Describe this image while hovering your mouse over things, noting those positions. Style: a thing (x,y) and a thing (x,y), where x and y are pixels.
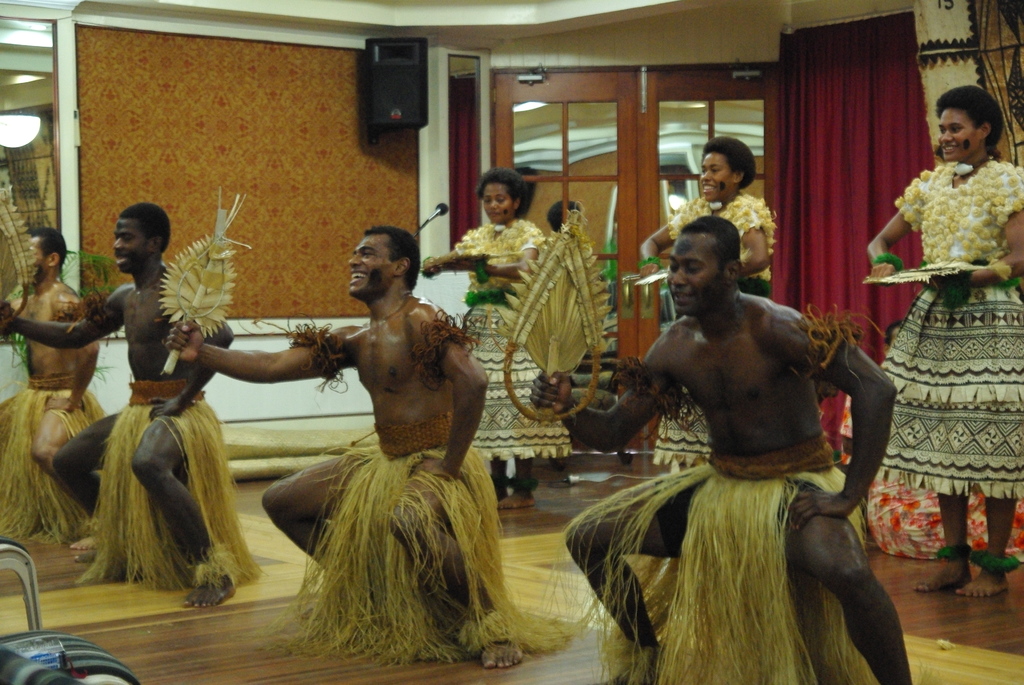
In this picture I can see the men (311,373) who are dancing. Behind them I can see the women (484,286) who are wearing the same dress (903,354) and they are smiling. At the top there is a speaker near to the door (511,138) and wall (329,140). Beside that I can see the red cloth (784,119).
